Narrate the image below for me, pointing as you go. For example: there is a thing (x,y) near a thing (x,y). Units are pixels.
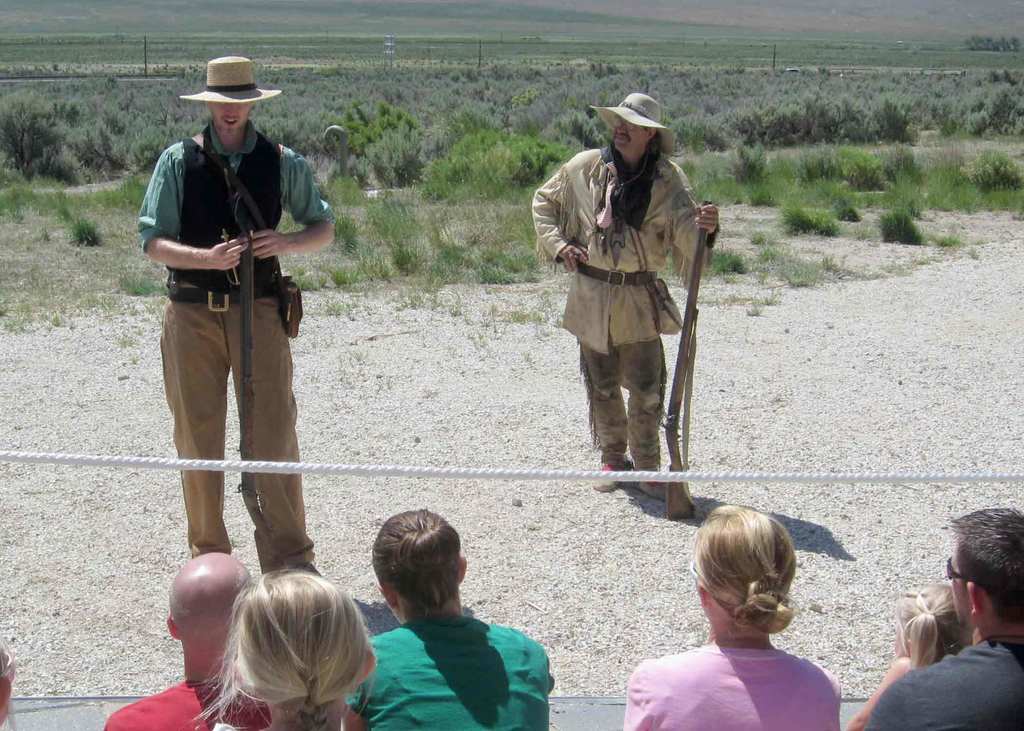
In this image we can see two persons (213,505) are standing on the ground (401,313) and they are holding guns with their hands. Here we can see a rope (763,477). At the bottom of the image (743,574) we can see few people (120,721). In the background (454,129) we can see grass (709,194), plants (722,157), and poles (388,56).
